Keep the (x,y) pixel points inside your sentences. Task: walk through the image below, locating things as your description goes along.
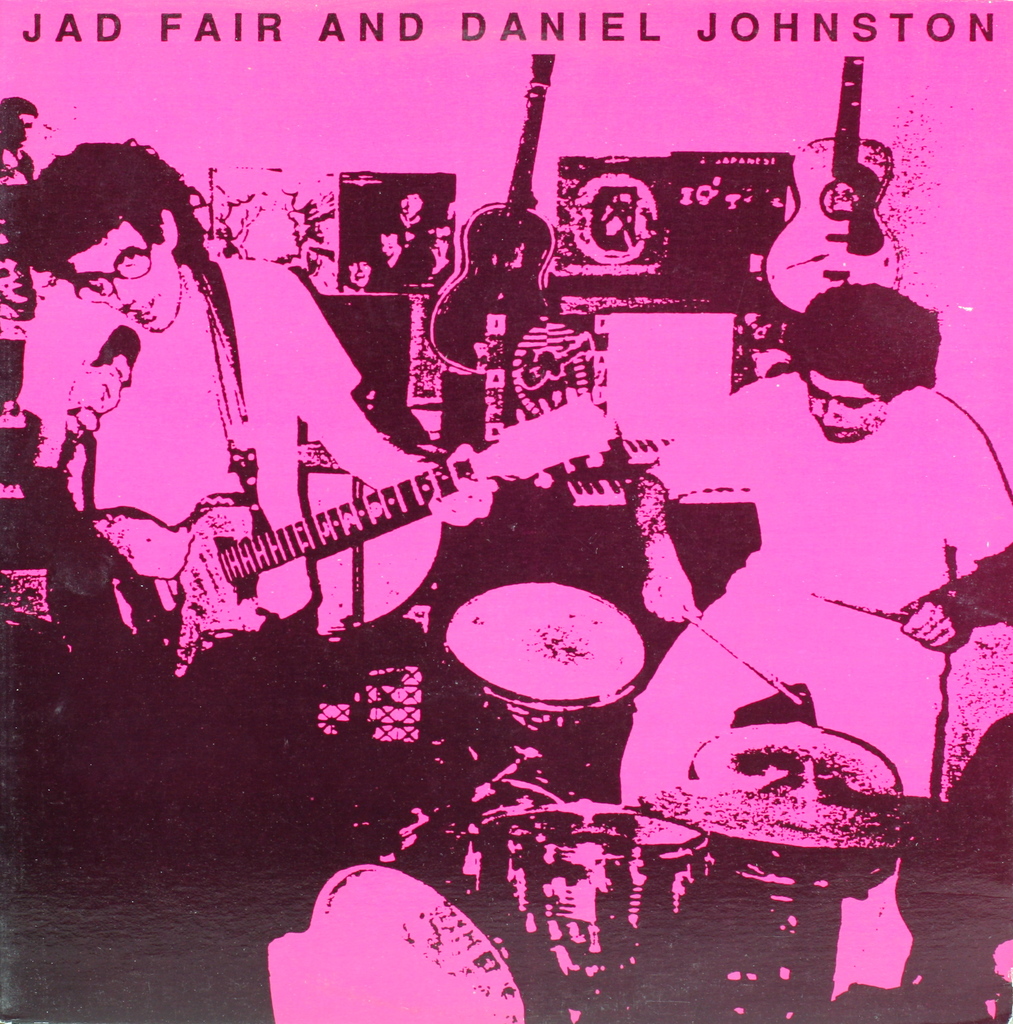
In this picture we can see musical instruments (776,260) and people (841,691) playing musical instruments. On the left side of the picture (29,201) we can see people (39,229). At the top (823,29) there is something written.
